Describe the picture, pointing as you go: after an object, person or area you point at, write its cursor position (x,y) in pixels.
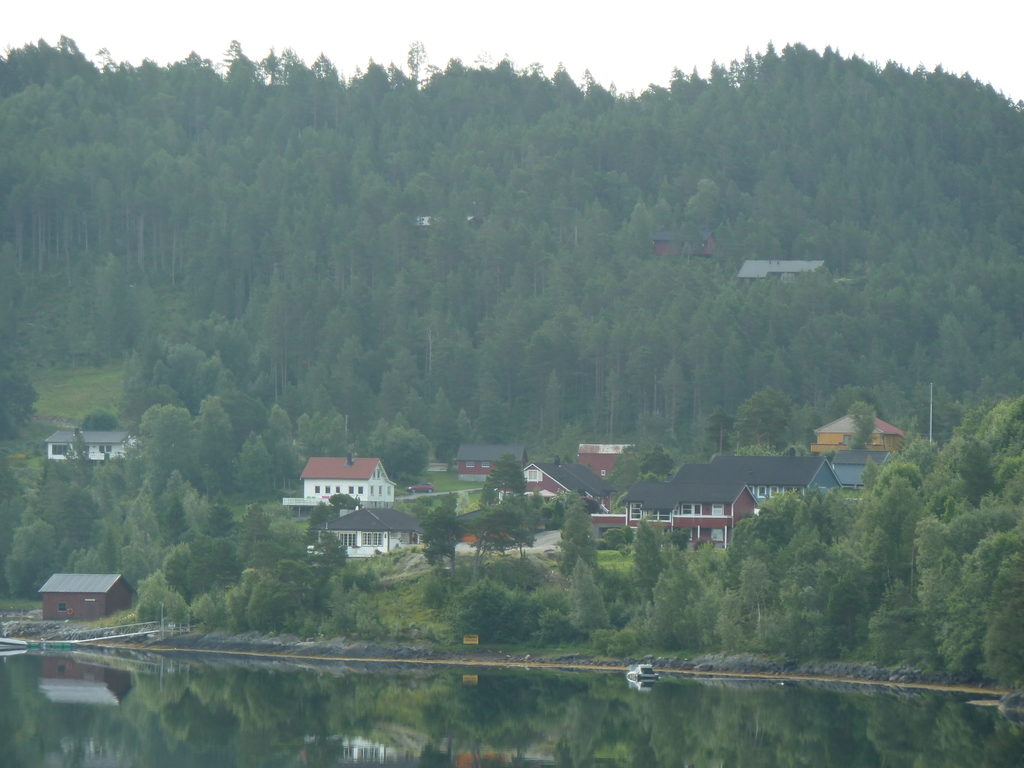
In this image at front there is a ship (649,667) in the water (556,710). At the background (284,583) there are trees (286,445), buildings (407,534) and sky (600,12).
